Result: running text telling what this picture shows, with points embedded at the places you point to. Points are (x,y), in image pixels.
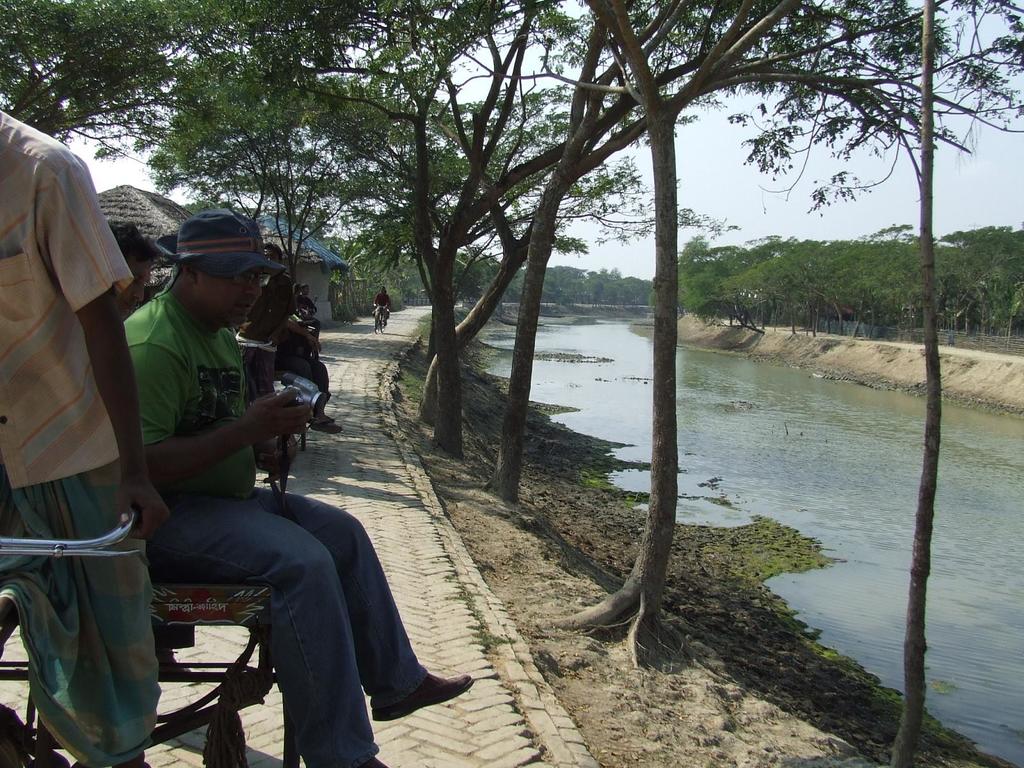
This is completely an outdoor picture. On the left side of the picture (115,700) we can see one man (135,640) riding a rickshaw (178,663) and few people (200,500) are sitting on it. At the back side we can see one person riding their own bicycle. We can also see few houses (285,228) behind them. This is a tree (358,96). This is the road (377,494). On the right side of the picture (956,269) we can see trees (897,280) and this is a river (836,500). At the top of the picture (911,181) we see a clear sky (953,181) and it seems like a sunny day.
